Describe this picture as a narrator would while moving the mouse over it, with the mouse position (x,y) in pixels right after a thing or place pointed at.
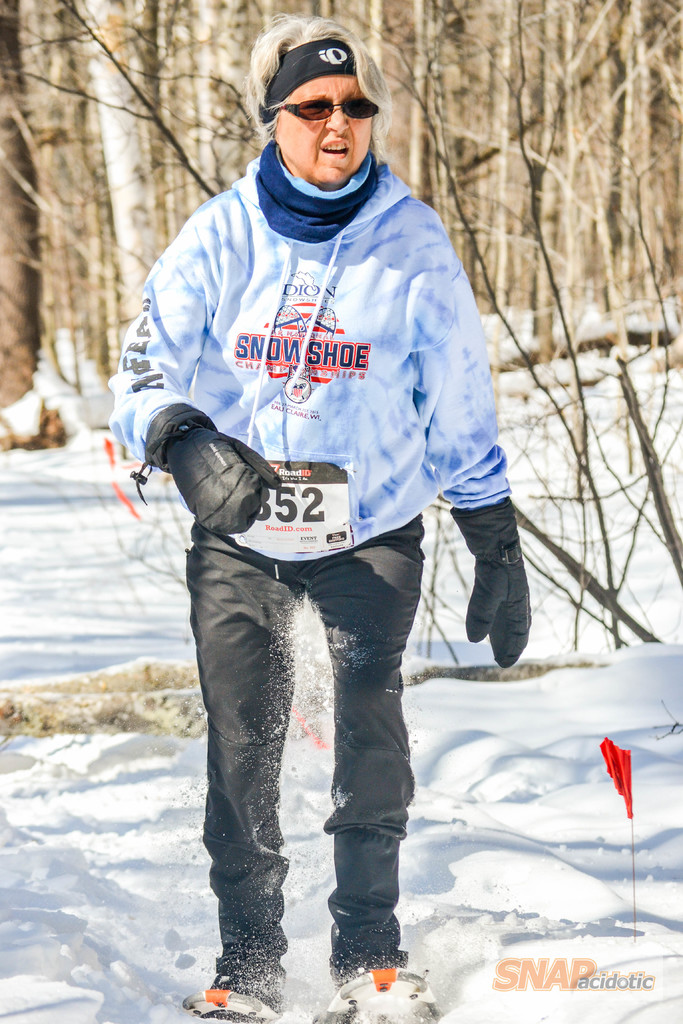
In this picture we can see a woman (350,632) walking on the snowshoes (378,1003). She wear a blue color jacket (347,388) and gloves (245,480) to her hands (250,454). She has sunglasses (329,101). And this is snow (112,909). And in the background (145,73) we can see some trees (561,180).
